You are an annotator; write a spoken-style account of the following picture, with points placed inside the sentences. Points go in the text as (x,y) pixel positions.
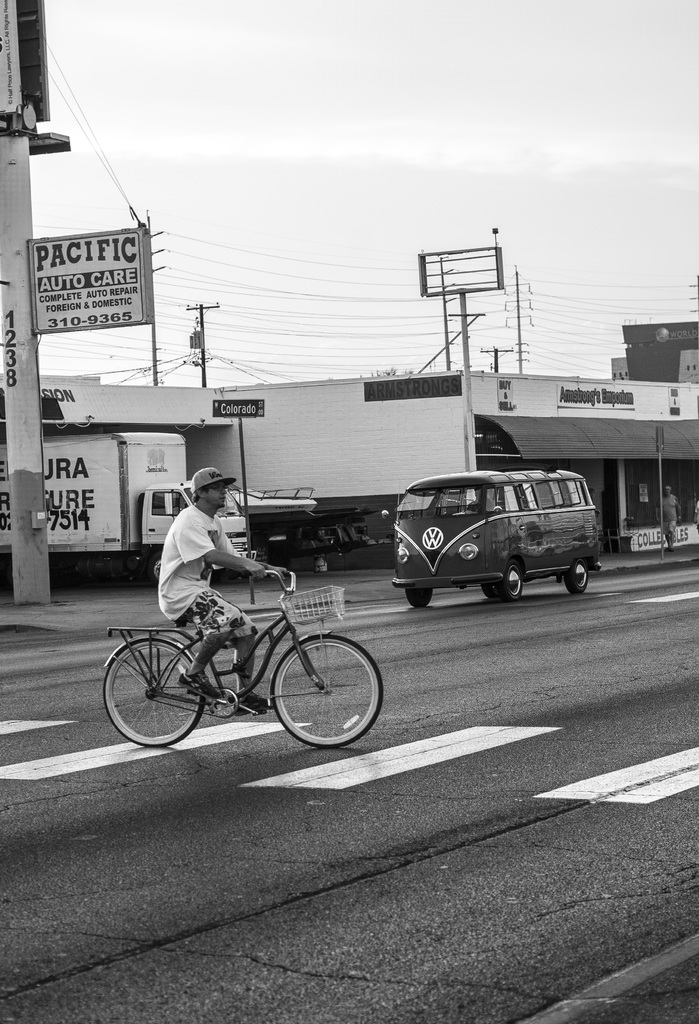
Black and white picture. This man (204,477) is riding a bicycle (308,667). Van (561,520) is travelling on a road (354,757). This is pole (31,410). A banner (57,288) is attached with this pole (20,303). Truck (69,491) is on road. This are stores (533,436). A person (664,501) is standing in-front of store (646,448). Cables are connected from one pole (463,326) to another pole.
